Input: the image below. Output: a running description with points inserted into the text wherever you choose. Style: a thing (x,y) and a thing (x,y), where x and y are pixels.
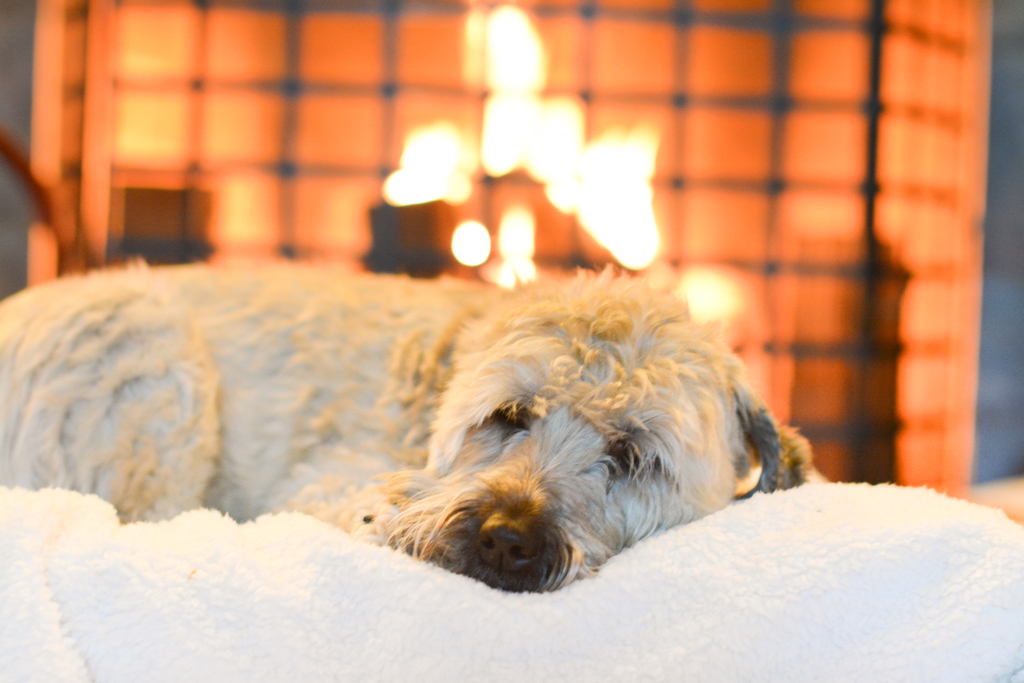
In this picture we can see a dog (528,349) lying on a white object (792,596). There are a few lights (507,254) and other objects (656,105) visible in the background (472,274). Background (143,185) is blurry.
